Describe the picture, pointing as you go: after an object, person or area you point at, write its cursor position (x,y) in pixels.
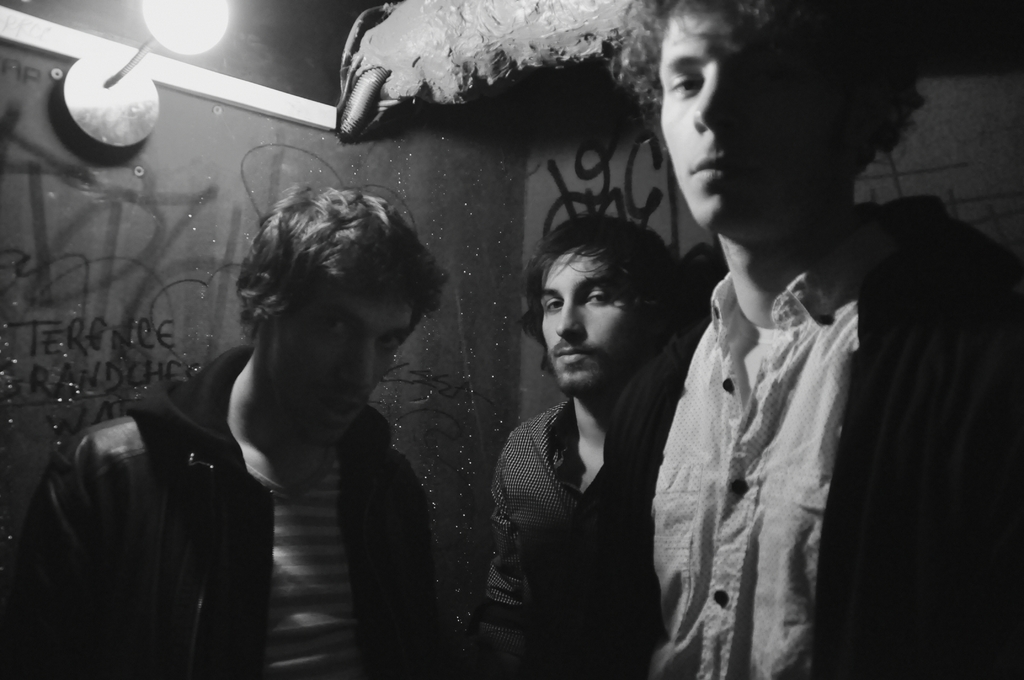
It is the black and white image in which we can see there are three men (613,377) in the middle (541,419). On the left side (143,79) top there is a light (169,38). There is a painting (194,280) on the wall (509,196). At the top (427,45) there is a pipe (354,92).
